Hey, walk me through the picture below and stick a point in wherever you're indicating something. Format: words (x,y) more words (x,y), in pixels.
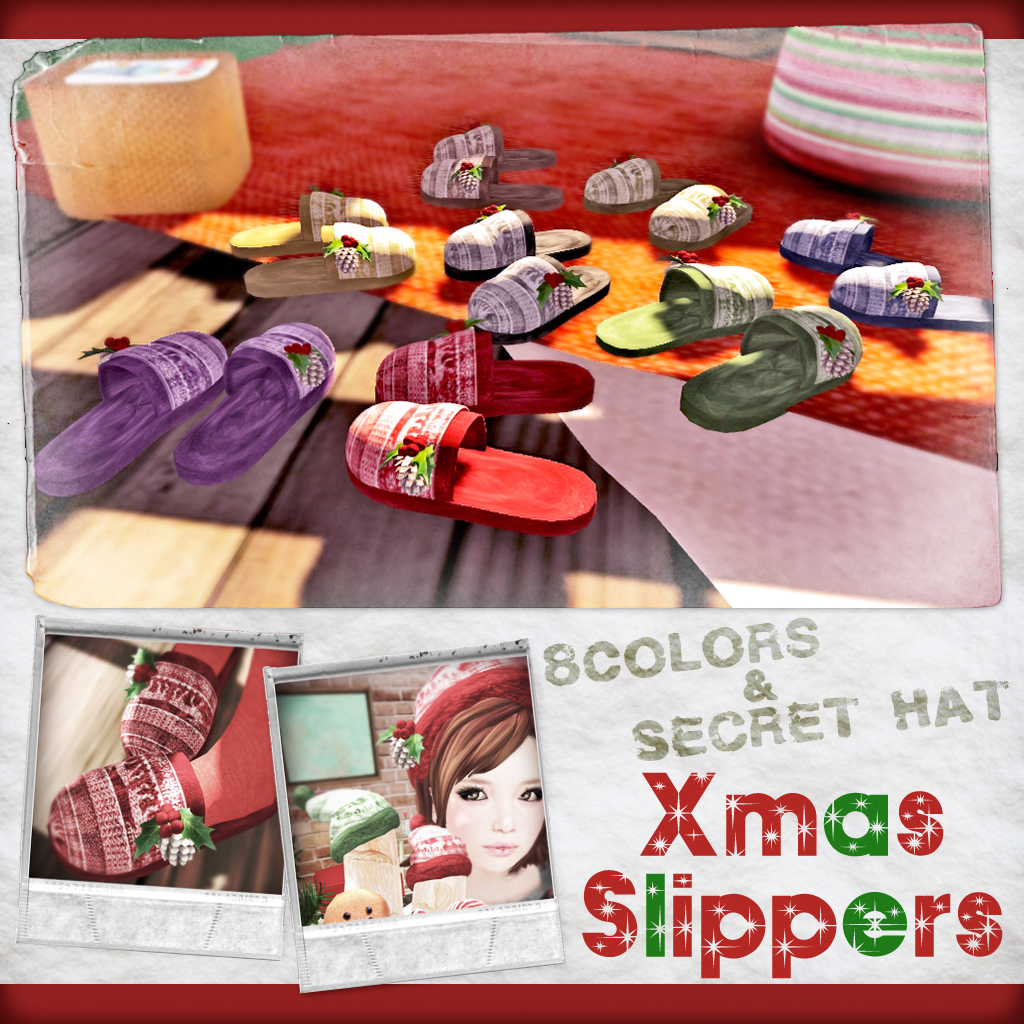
In this image I can see depiction pictures of footwear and on the bottom side (504,854) I can see depiction of a girl (418,789). On the bottom right side of this image (915,698) I can see something is written.
